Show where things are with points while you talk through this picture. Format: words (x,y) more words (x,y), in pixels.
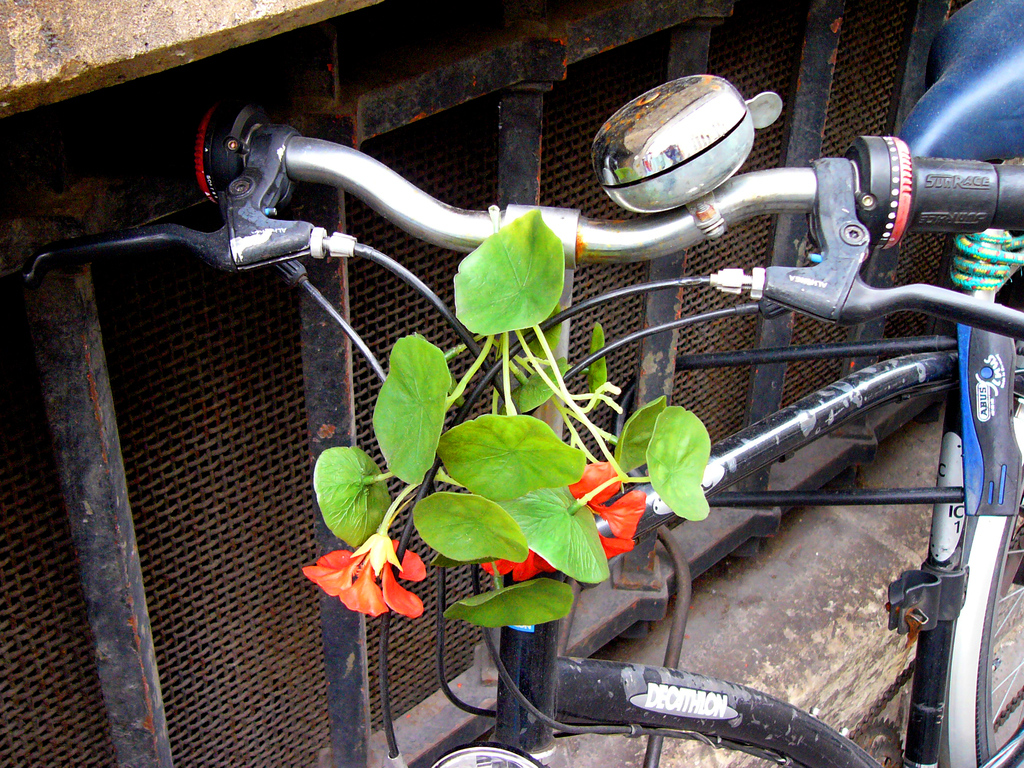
In this picture I can see a bicycle (527,658). There are leaves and flowers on the cables (608,730) of a bicycle (608,730), and in the background (568,636) there is an object (568,636).
